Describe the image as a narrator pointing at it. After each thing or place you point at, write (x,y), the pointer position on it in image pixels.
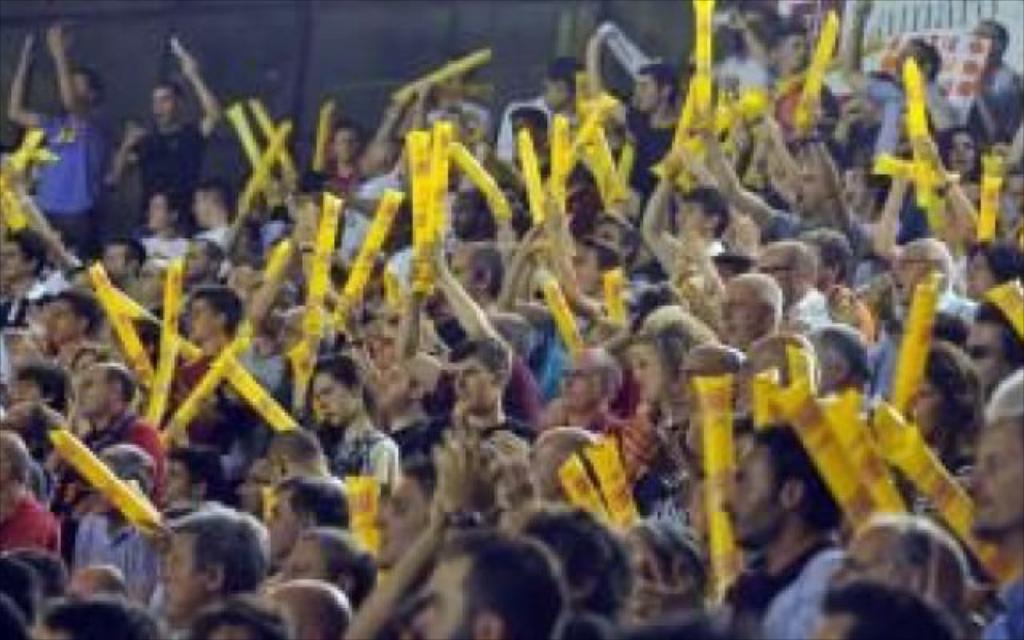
In the image many people (177,122) are standing and holding some yellow color balloons (436,133). Behind them there is fencing (873,2).
